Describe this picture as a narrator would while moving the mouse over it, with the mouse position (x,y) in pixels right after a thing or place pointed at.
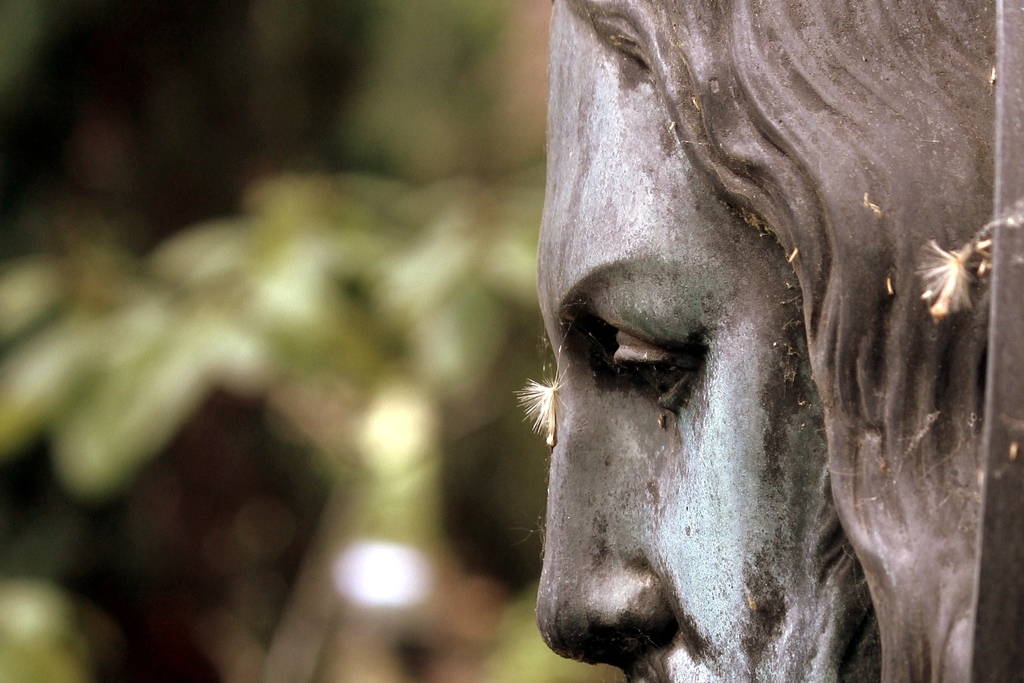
This image consists of a statue (632,139) on the right side (790,334).
